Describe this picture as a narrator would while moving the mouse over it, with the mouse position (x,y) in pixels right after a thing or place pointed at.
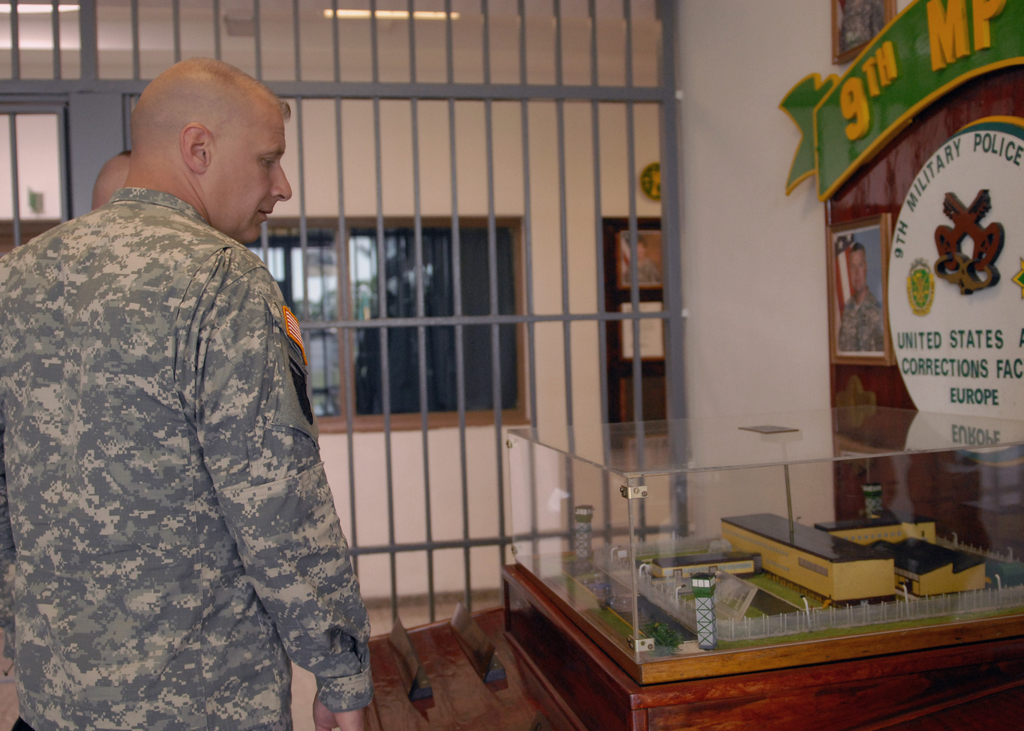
In this picture we can see two persons (215,359), beside them we can find few boxes (908,569), glass (731,574) and other things (763,587), on the right side of the image (900,212) we can find some text (967,339) and frames (833,289) on the wall (814,246), in the background (301,179) we can see few metal rods (418,169) and lights (338,10).
